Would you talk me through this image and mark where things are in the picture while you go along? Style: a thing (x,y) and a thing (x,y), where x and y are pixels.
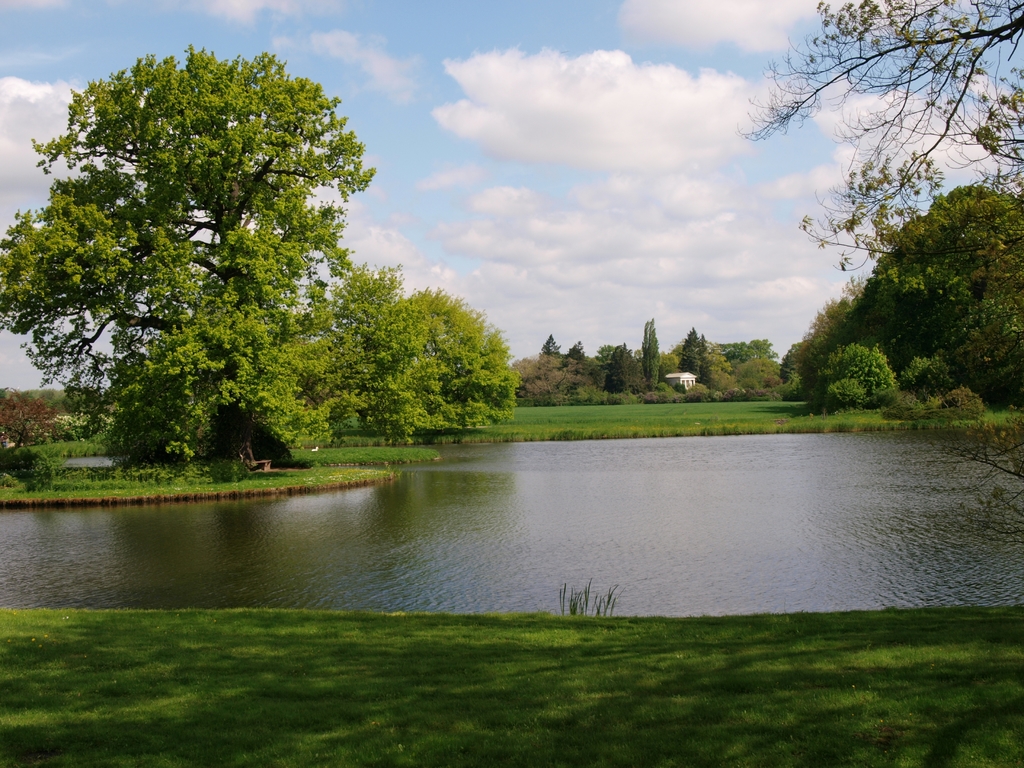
In this picture we can see grass (661,698) at the bottom (631,660), in the background (876,359) there are some trees (689,369) and a building (682,384), we can see water (596,530) in the middle (591,492), there is the sky (579,232) at the top of the picture (534,145).
